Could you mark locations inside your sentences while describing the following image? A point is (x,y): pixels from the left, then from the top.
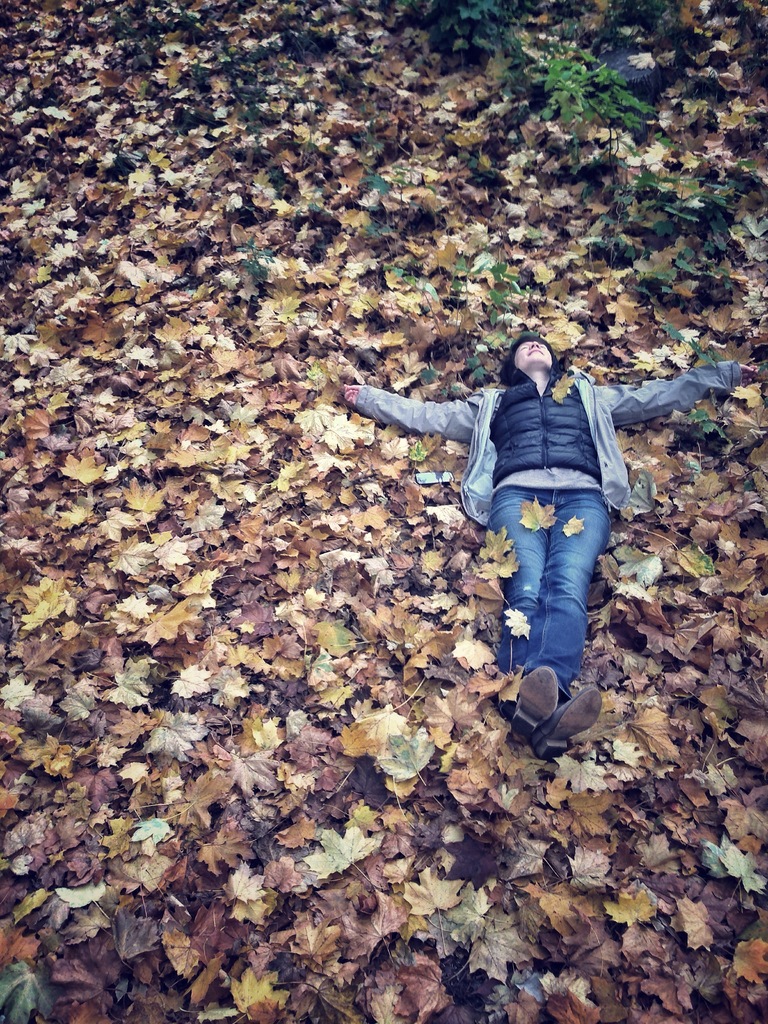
In the picture I can see a person (506,444) is lying on the ground (490,552). Here I can see plants (565,95) and leaves (280,252) on the ground (282,545).
